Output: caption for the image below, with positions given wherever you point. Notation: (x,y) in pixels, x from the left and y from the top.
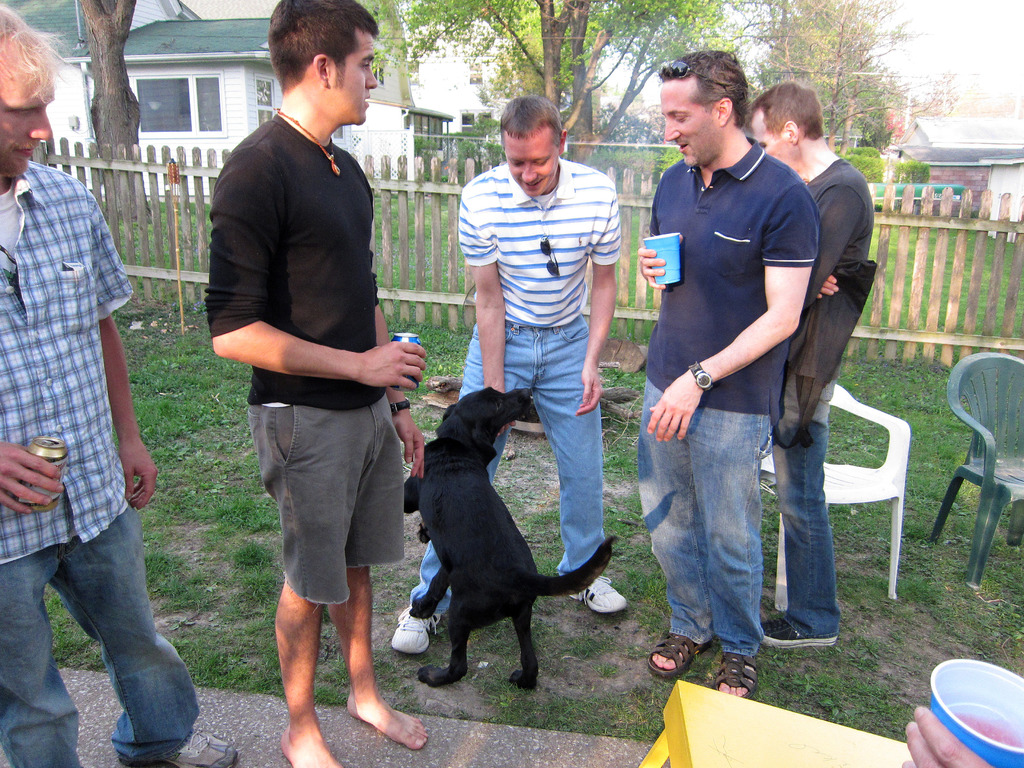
There are group of mans (281,332) standing at garden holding coke tins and glasses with cool drink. One of them is playing with dog (498,414). And there is a wooden fence (1008,299) at their back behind that there are trees (888,102) and house (198,73).
